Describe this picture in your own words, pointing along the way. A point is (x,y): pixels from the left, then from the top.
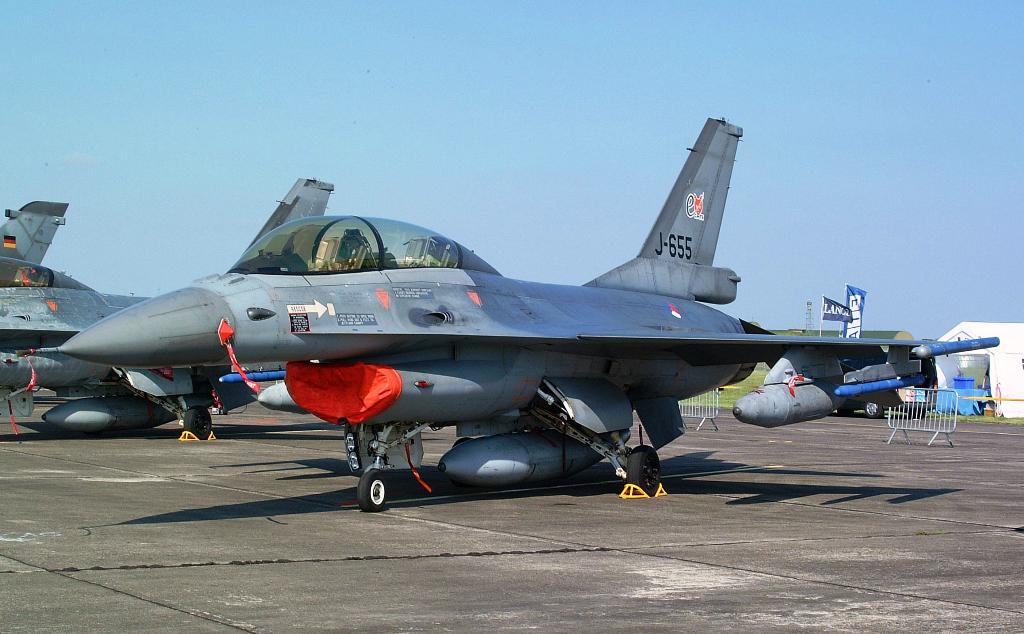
In this image, we can see aircrafts (377,317) on the road (586,586) and we can see some stands (932,430) and banners (842,308). At the top (429,108), there is sky (395,96).
